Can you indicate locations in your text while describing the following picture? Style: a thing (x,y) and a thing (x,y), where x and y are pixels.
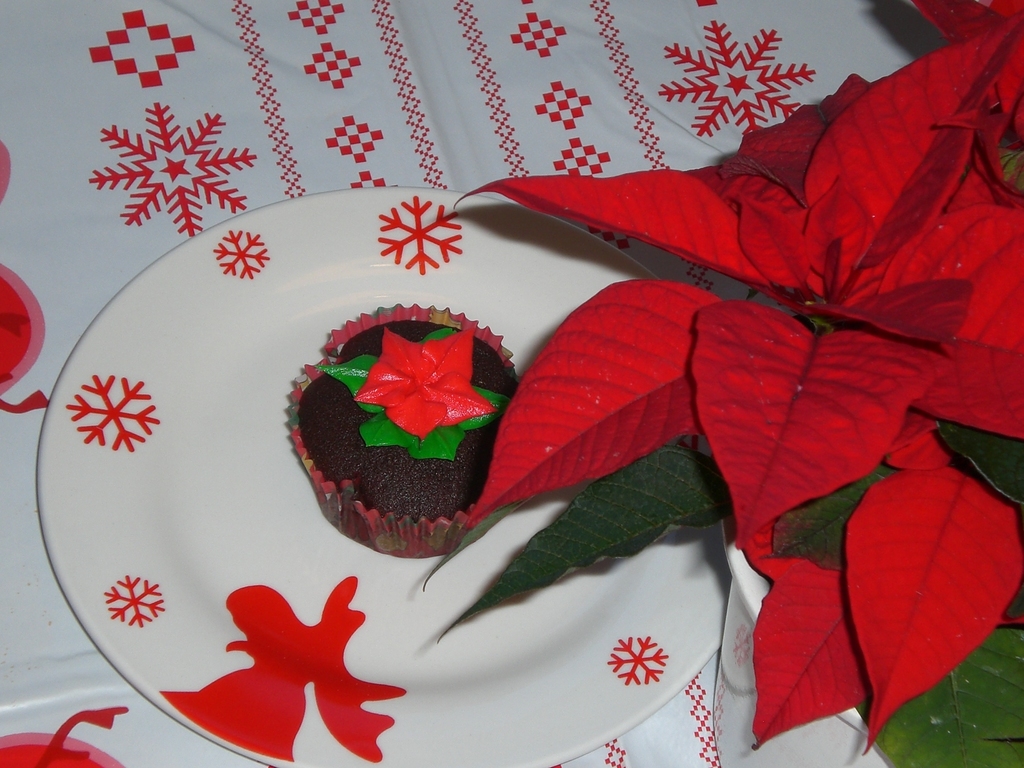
In this image, we can see a muffin (414,424) with cream (414,424) is placed on the plate (201,499). This plate (222,483) is placed on the cloth (24,254). On the right side (879,112), we can see few leaves (929,477) and pot (808,747).
